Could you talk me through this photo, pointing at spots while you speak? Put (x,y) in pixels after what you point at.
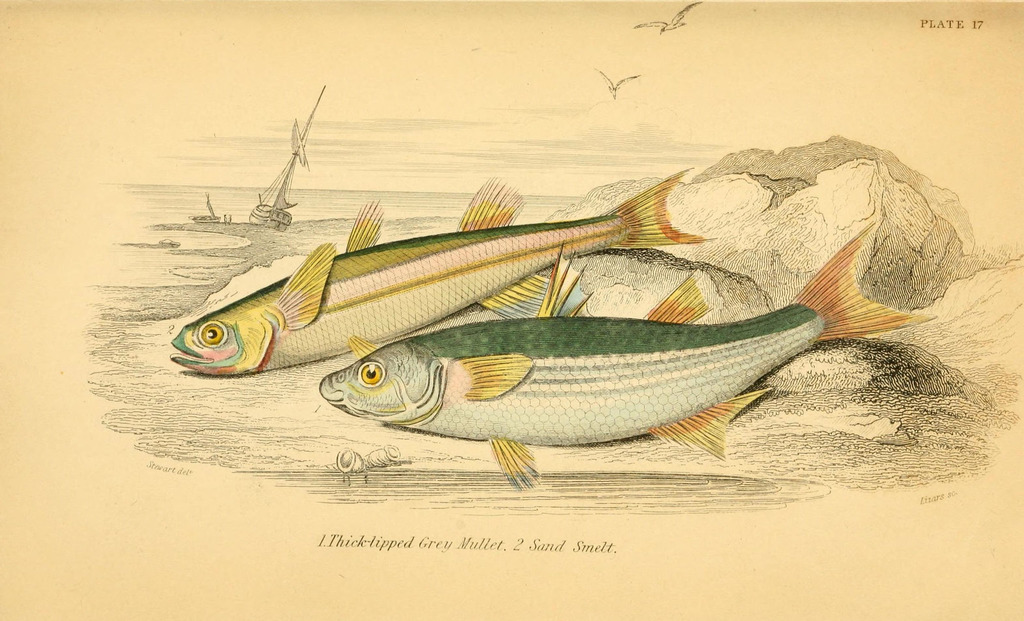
In this image I can see two fishes (559,272), water (330,488), boats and birds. They are on the paper (90,34).
